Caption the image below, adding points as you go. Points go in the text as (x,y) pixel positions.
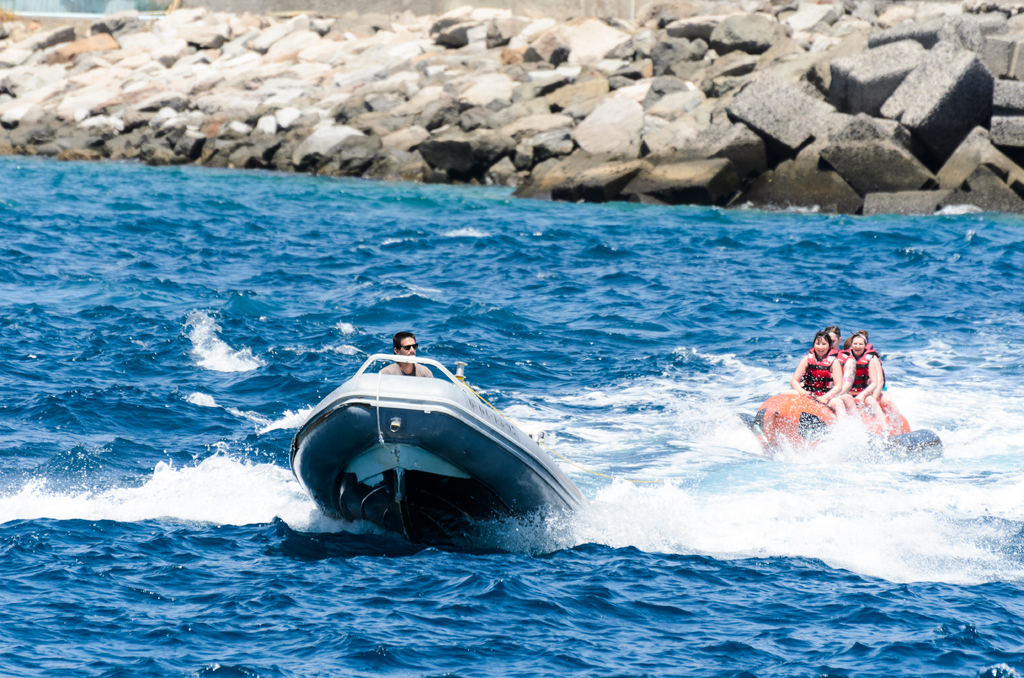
In this image, we can see a person (403,374) and inflatable boat (411,478) on the water (773,556). On the right side (828,382), we can see few people (855,384) are wearing jackets (815,379). They are on the object (798,401). Top of the image (424,99), we can see rocks (344,151).
